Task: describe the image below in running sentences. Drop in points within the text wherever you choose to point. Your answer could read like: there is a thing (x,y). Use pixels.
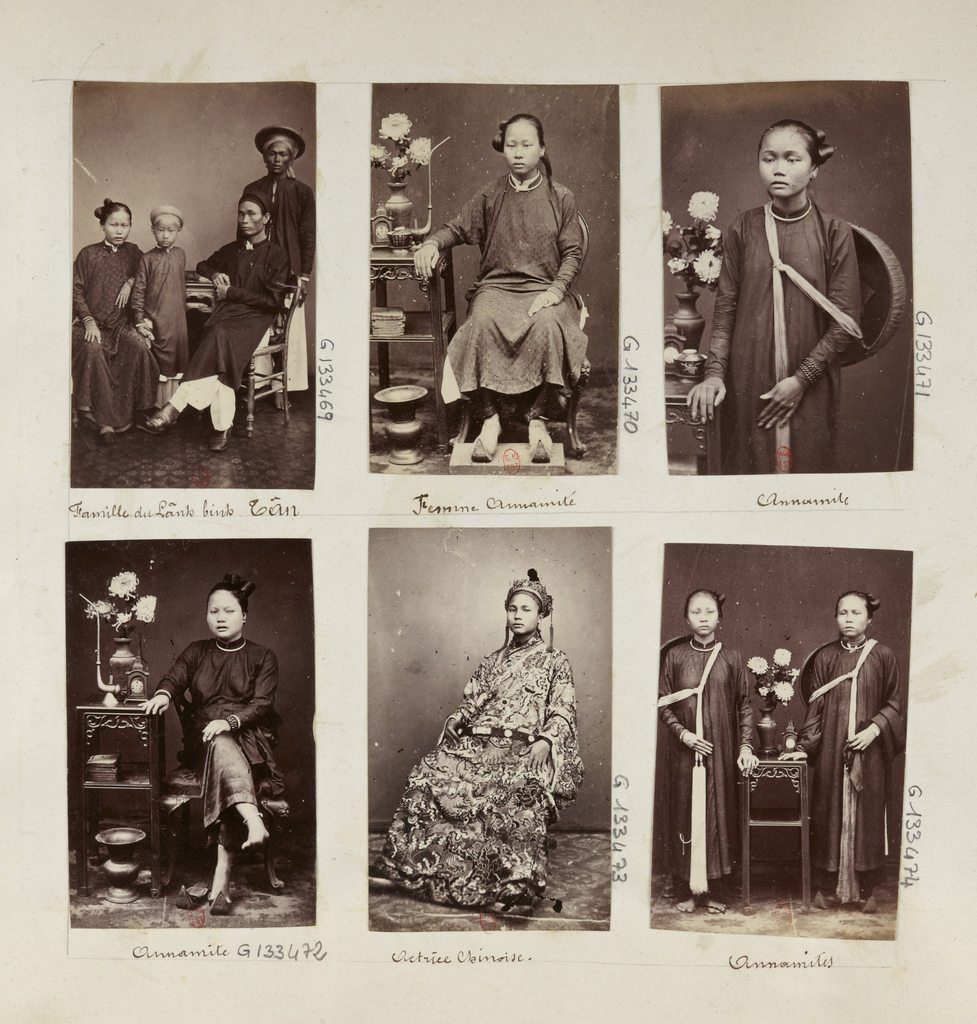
This picture is the collage of 6 images in which there are persons (763,393) sitting and standing and there is some text (176,509) written on the image and there are flower vase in the images.
